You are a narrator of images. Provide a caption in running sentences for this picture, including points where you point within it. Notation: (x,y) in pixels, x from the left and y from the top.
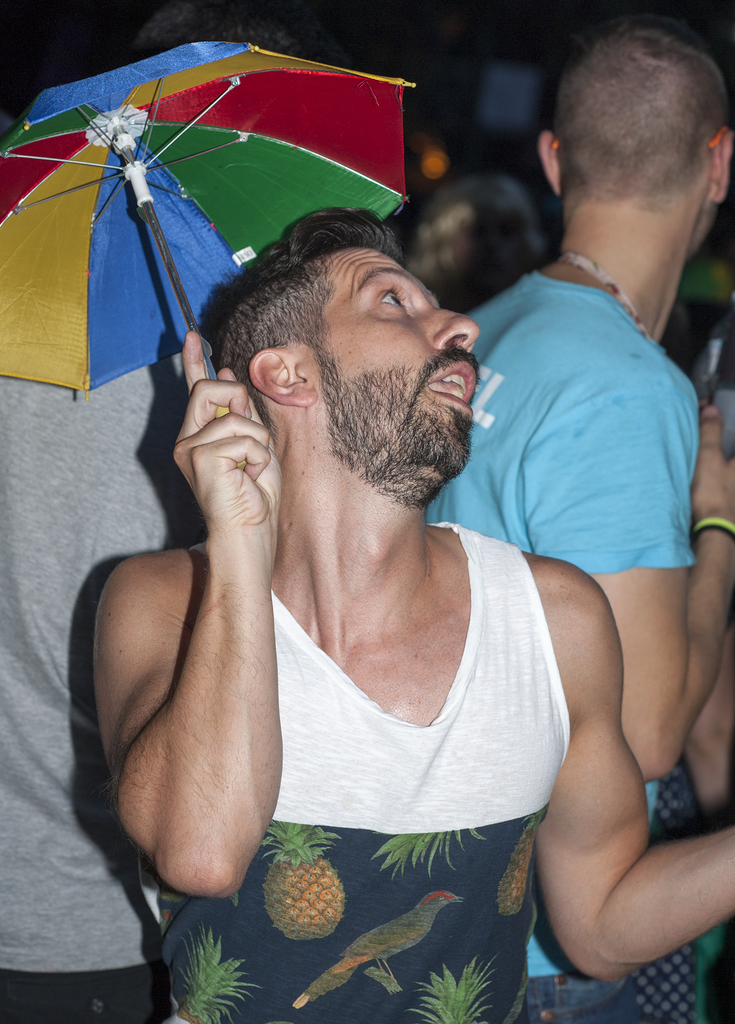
In this image in the foreground (695,907) I can see a man (391,267) holding an umbrella (4,366).
